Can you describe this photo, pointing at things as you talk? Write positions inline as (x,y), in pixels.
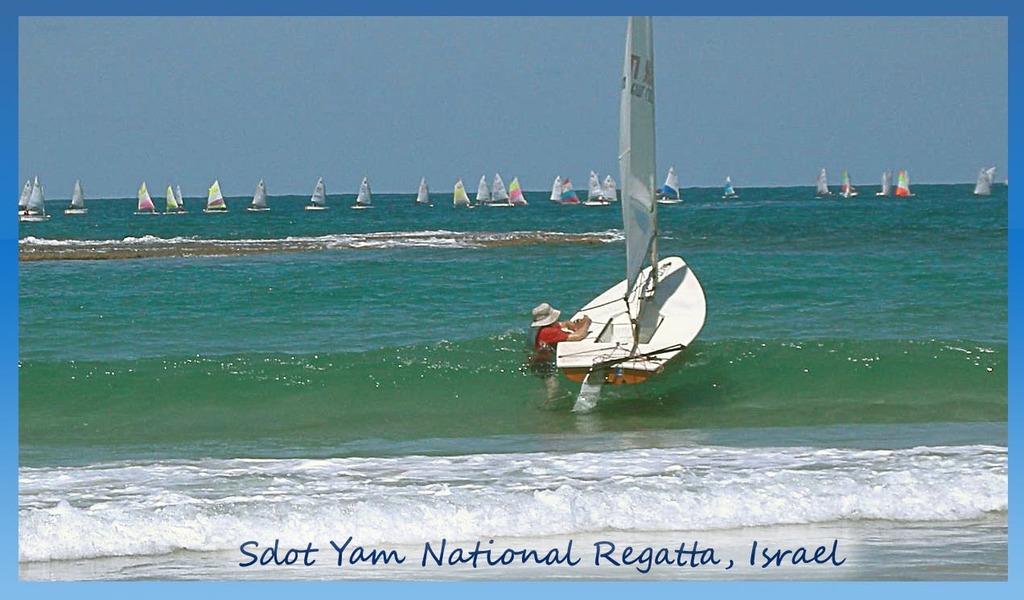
In this image I can see in the middle (595,368) there is a person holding the white color boat (665,319). At the back side (452,225) there are boats (27,219) in the sea (433,256), at the bottom (267,553) there is the text (385,559), at the top (446,120) it is the sky (384,110).
